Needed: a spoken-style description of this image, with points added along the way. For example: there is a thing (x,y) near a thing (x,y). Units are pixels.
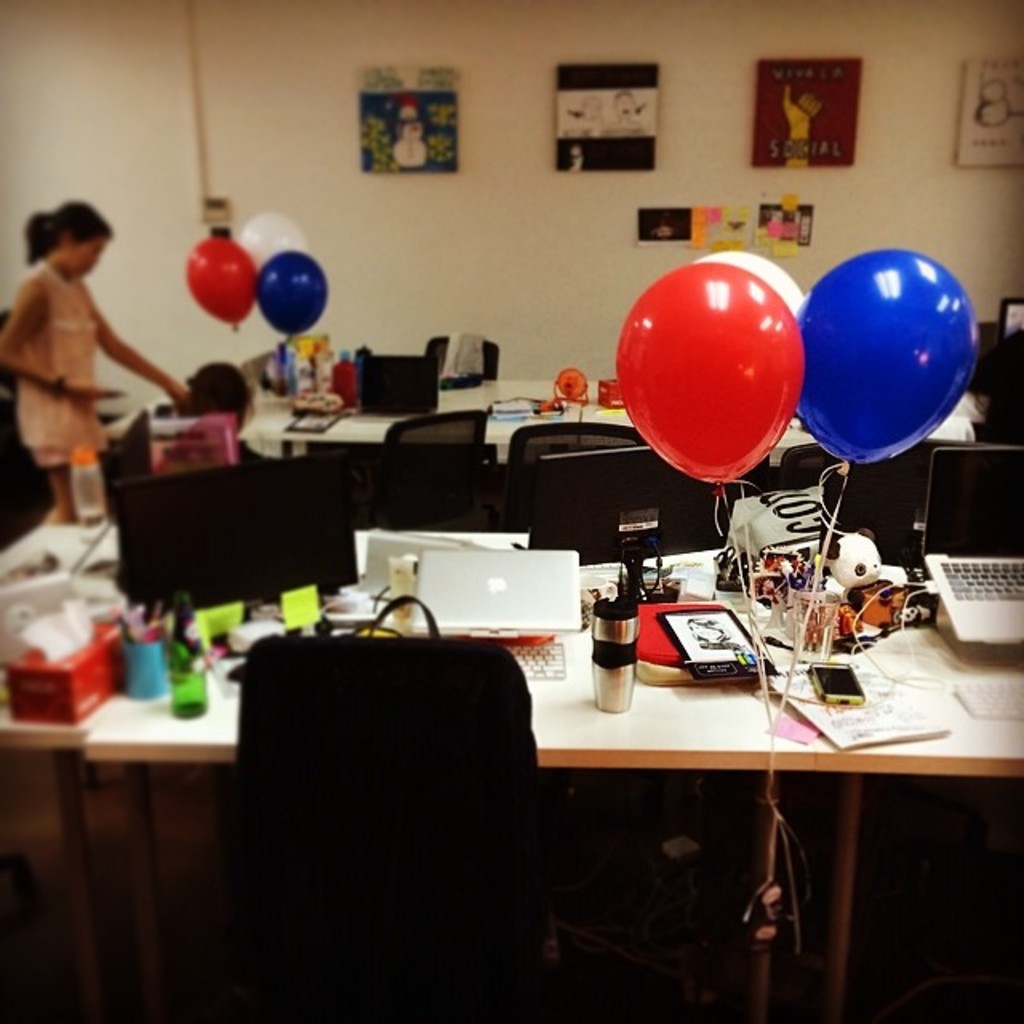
In a room (492,655), there are two tables (588,680) and on the tables (567,673) there are some laptops (474,579), stationery items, mobile (831,667), papers (704,569) and six balloons (822,355), some tissues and some other objects (650,612) are kept. Around the table (954,645) there are black color chairs (366,768), at the second table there is a woman (76,389) standing beside the table (277,407) and in the background (379,62) there is a wall (262,97) and there are posters (841,131) stick to the wall (904,181).
